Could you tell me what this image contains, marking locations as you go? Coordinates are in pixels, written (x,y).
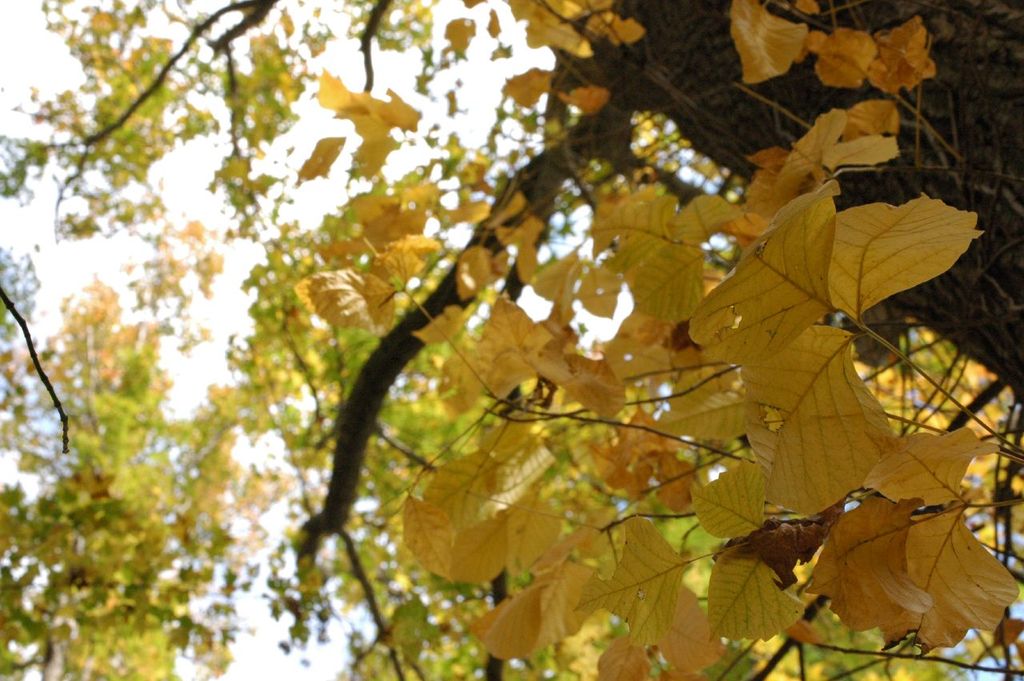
In this image I can see leaves (345,249) in yellow color, background (118,257) the sky (236,226) is in white color.
